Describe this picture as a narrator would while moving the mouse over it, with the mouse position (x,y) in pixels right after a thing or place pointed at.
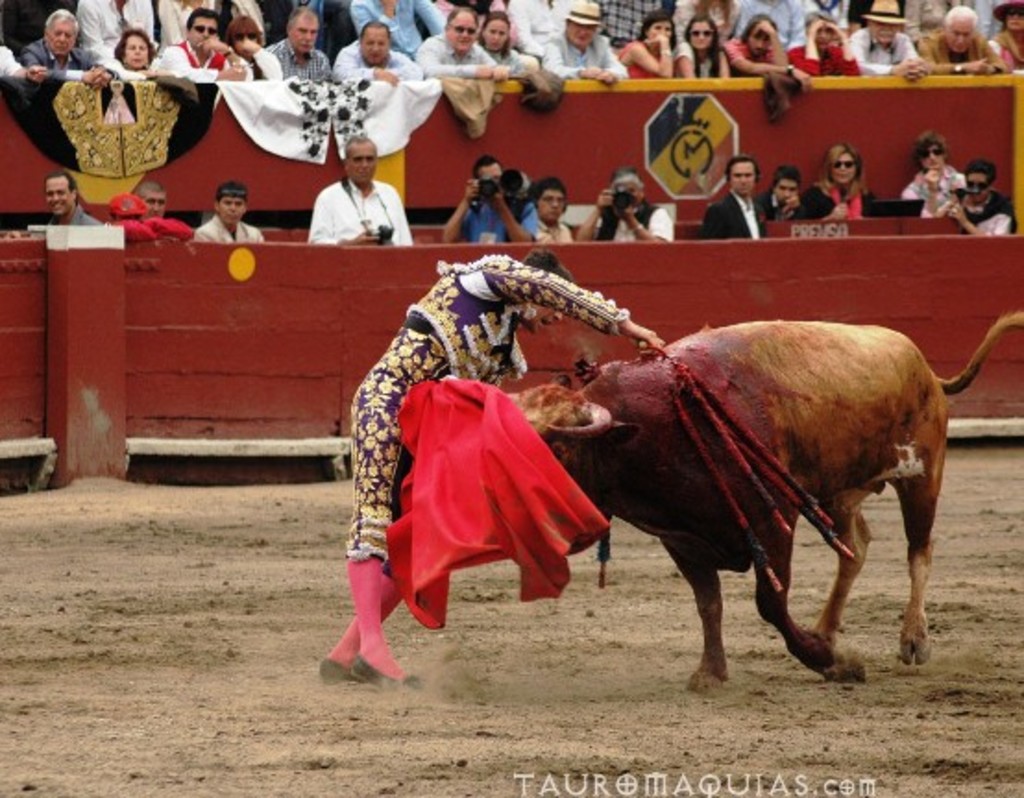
In this image there is a bull (813,396) covered with a cloth (517,497) over its face (565,459). Before the bull (622,418) there is a person (526,278) standing on the land (348,694). Few persons (242,236) are behind the fence (8,324). Few persons (331,207) are holding camera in their hands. There are few clothes (396,117) on the fence (512,109).
